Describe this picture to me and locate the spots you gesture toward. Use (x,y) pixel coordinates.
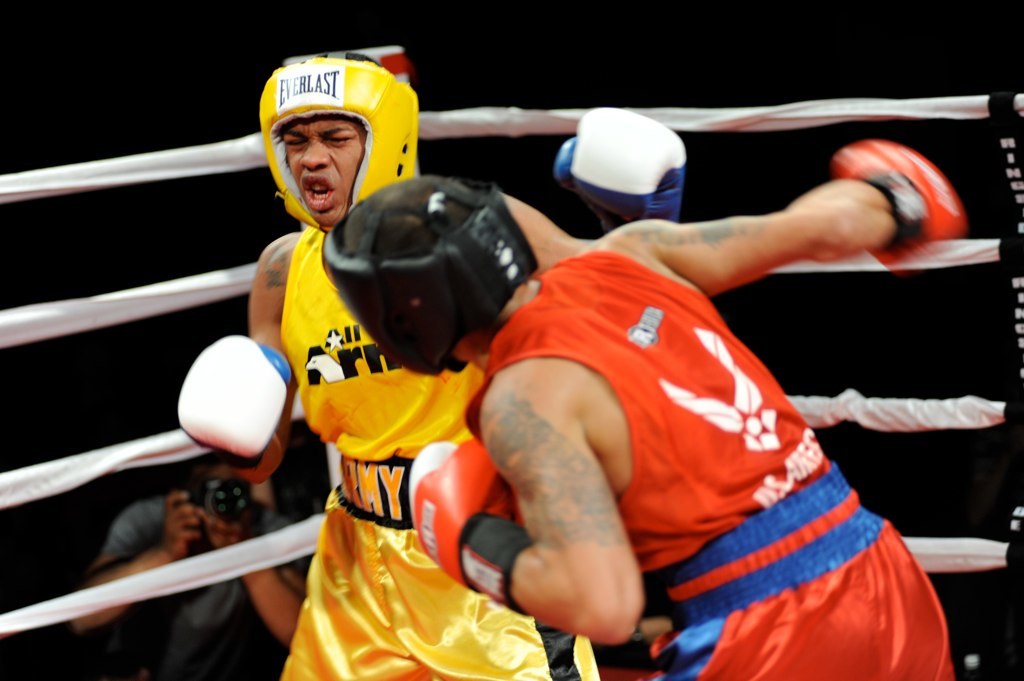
There are two persons (595,375) wearing red and yellow color dress (413,431) are playing boxing sport and there is a person (177,507) holding a camera (219,510) in the left corner (212,505).
